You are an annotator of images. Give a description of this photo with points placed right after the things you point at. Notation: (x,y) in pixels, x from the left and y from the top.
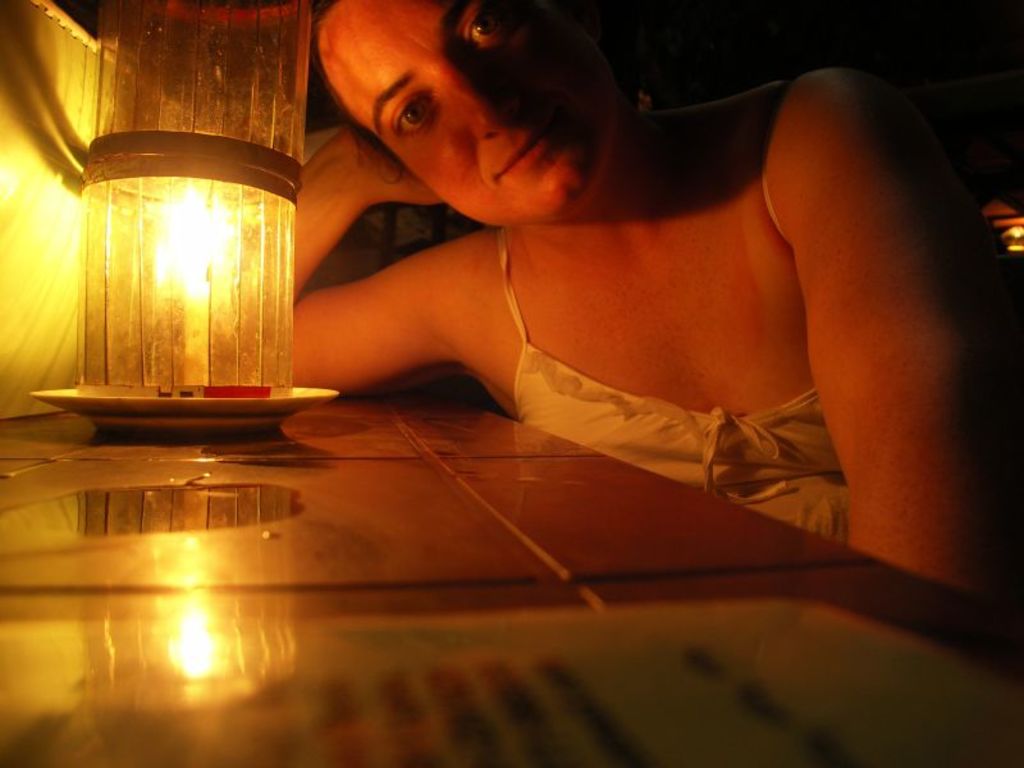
In this image I can see a person (488,359) and the person (720,427) is wearing white color dress (801,438). In front (181,368) I can see a candle (193,306) in the plate (239,410) and the plate (287,409) is on the table (496,541).
